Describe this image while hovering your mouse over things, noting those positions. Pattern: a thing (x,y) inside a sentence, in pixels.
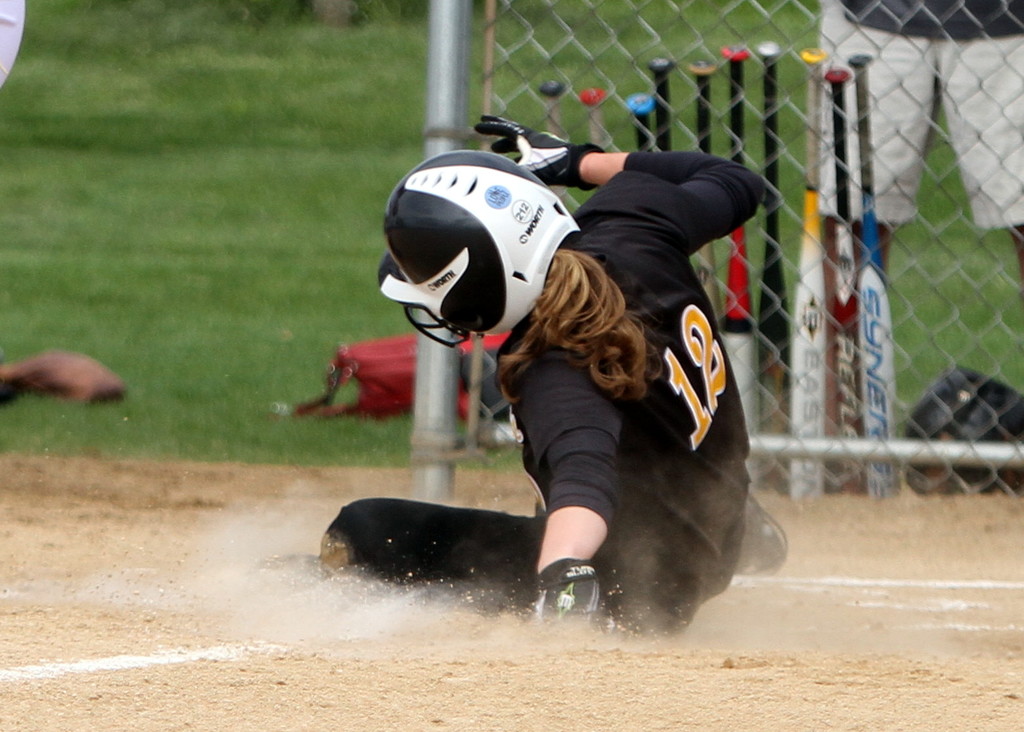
In this image I can see person (569,326) is wearing black color dress (683,393) and helmet (530,279). We can see few bats (810,169). They are in different color. We can see fencing (797,99) and bags (396,344) on the ground (403,314). Person (713,545) is sliding.
